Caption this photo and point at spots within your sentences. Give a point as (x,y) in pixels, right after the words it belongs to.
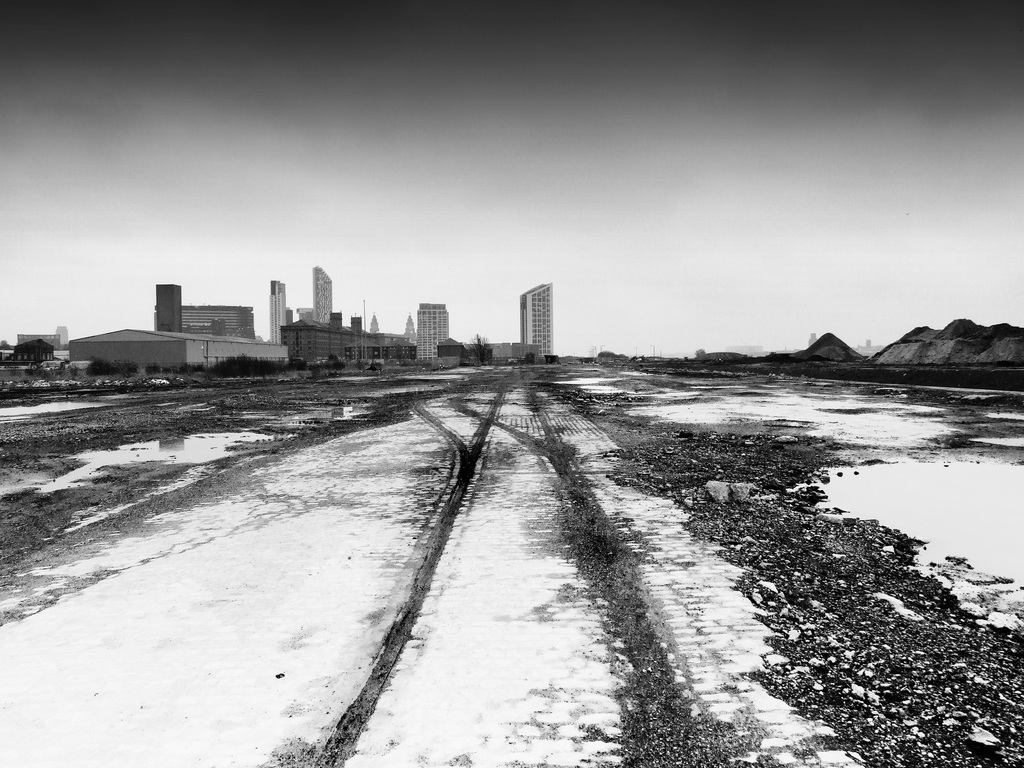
This is a black and white image where we can see a land (449,455) at the bottom of this image (427,659), and buildings (280,340) in the background (508,342), and there is a sky (462,209) at the top of this image (634,150).
